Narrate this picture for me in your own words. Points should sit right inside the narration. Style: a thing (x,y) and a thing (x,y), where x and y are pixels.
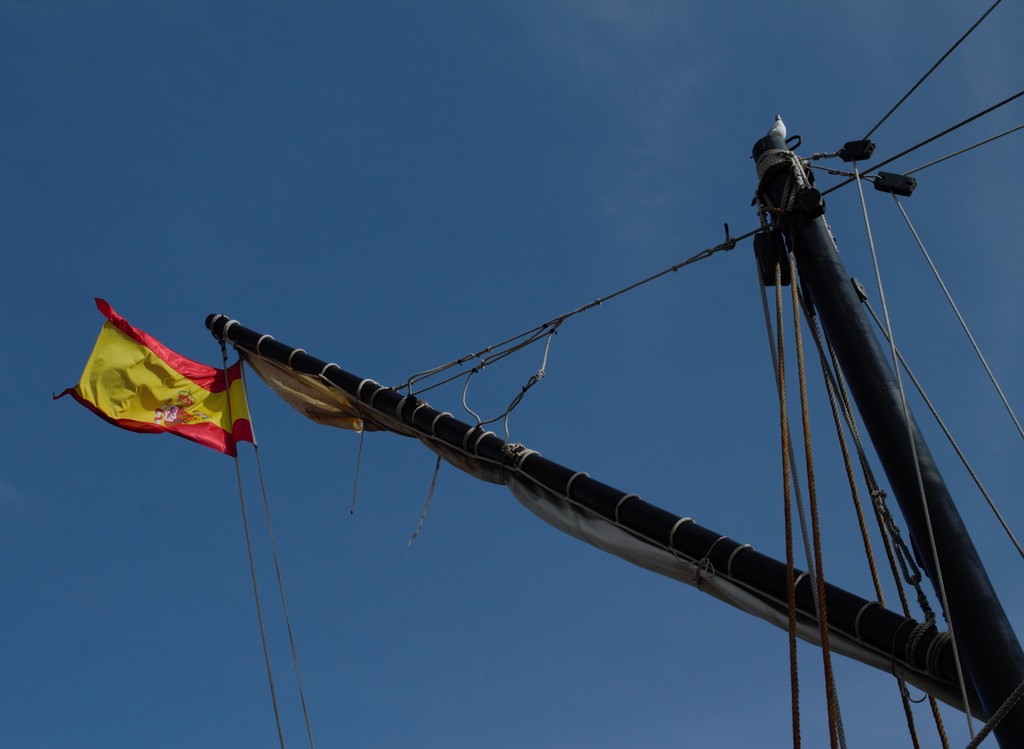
In this image there is a pole (883,610) and there are some ropes (771,159) and a flag (211,396) attached to it. At the top of the pole (775,173) there is a bird (779,131). In the background (403,295) there is a sky (380,131).
